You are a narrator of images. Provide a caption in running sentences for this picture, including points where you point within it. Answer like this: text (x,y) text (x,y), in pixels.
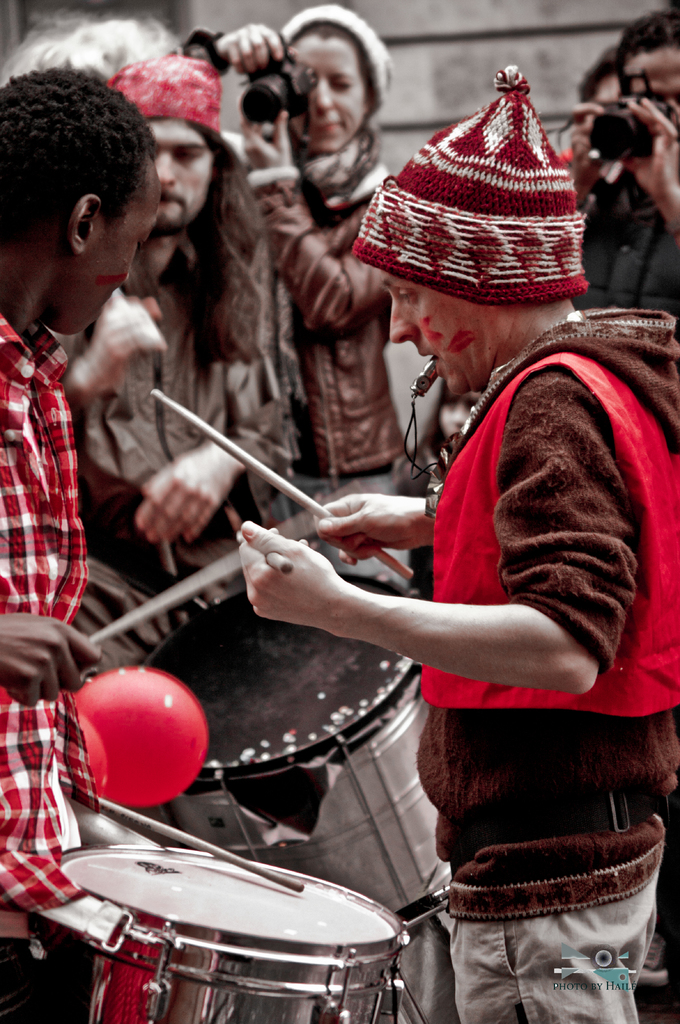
Here we can see a group of people (58,705) playing drums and behind them we can see a couple of people (604,195) clicking photos with their cameras (277,95).
